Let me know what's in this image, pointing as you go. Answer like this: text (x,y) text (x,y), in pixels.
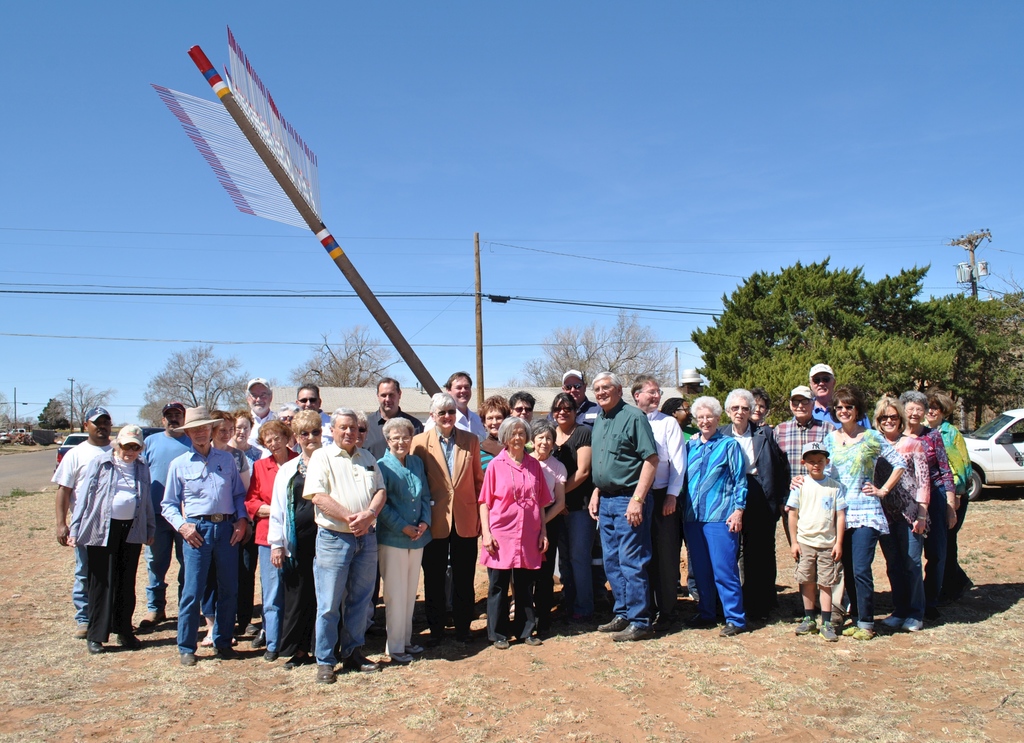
In this picture, we can see a few people (525,590), ground (879,575), grass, trees (946,359), poles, wires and some objects (238,199) on the ground (41,469), vehicles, and we can see the sky (419,277).
